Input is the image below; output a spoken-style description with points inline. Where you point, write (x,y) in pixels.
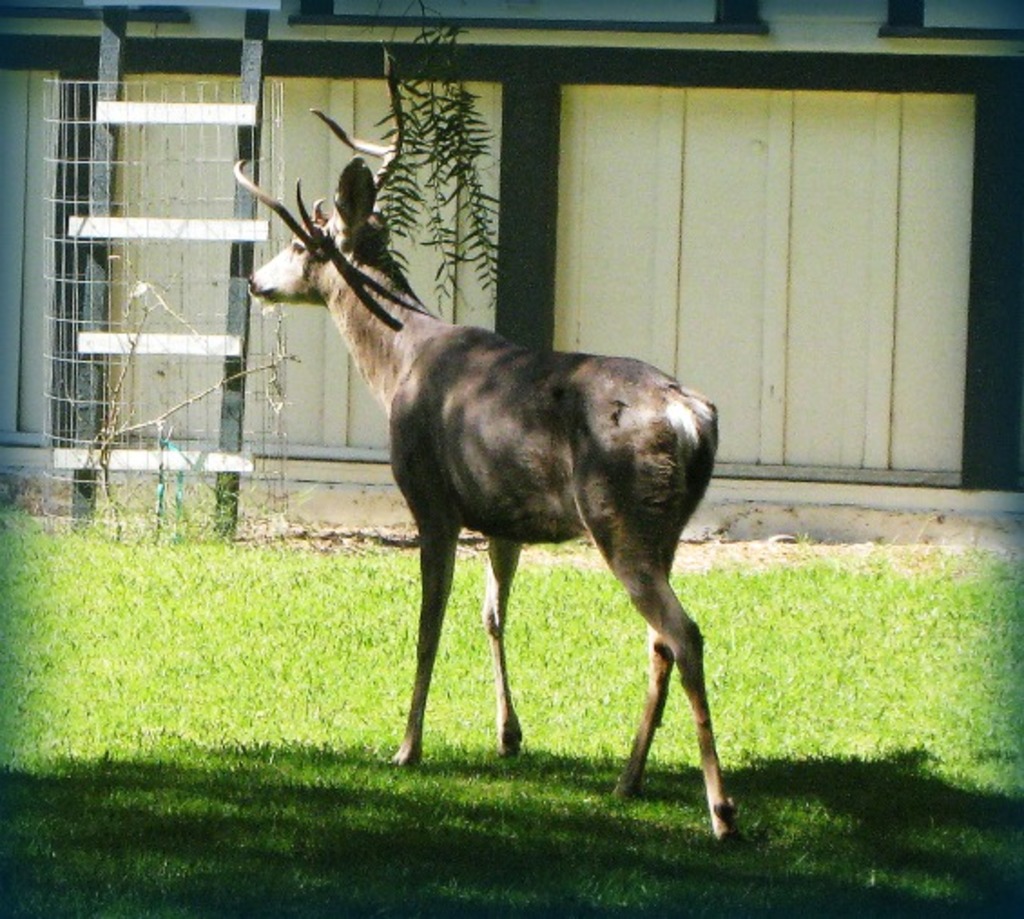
Land (272,614) is covered with grass (286,658). Here we can see an animal (449,506) facing towards the left side of the image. Background (144,358) we can see mesh (246,102), ladder (249,122) and wall (276,336).
